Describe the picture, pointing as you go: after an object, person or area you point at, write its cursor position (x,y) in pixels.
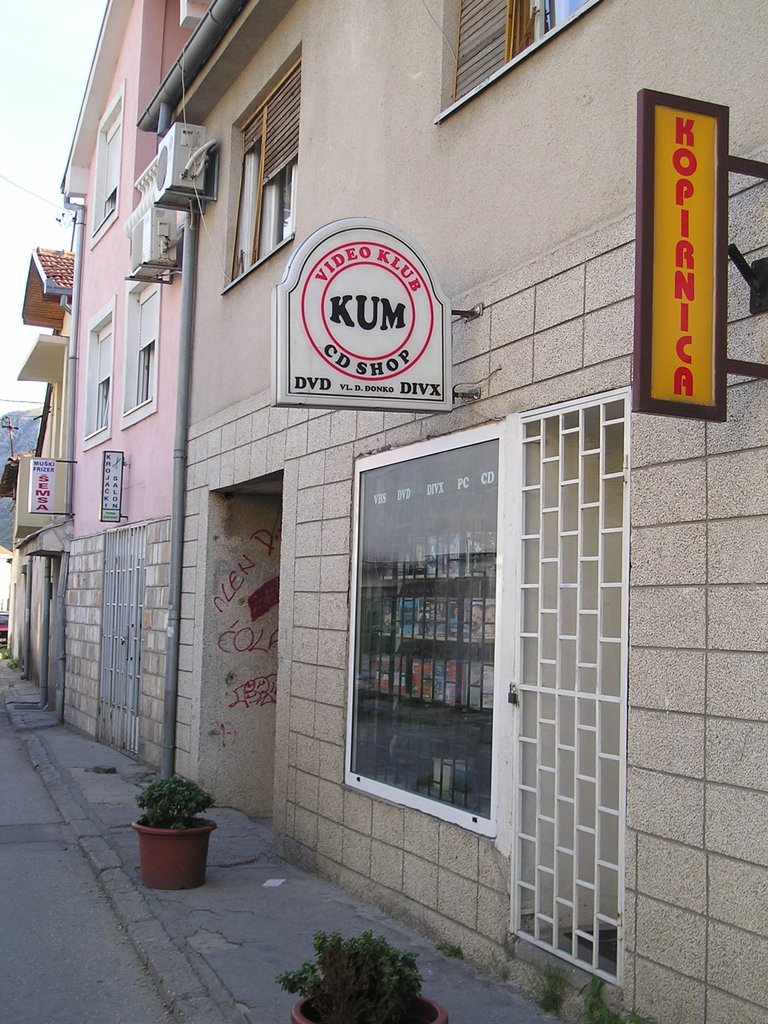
In this image we can see buildings (229,577) and boards (702,336) are attached to the buildings (206,277). Bottom of the image (159,839) pots (199,833) are there.
